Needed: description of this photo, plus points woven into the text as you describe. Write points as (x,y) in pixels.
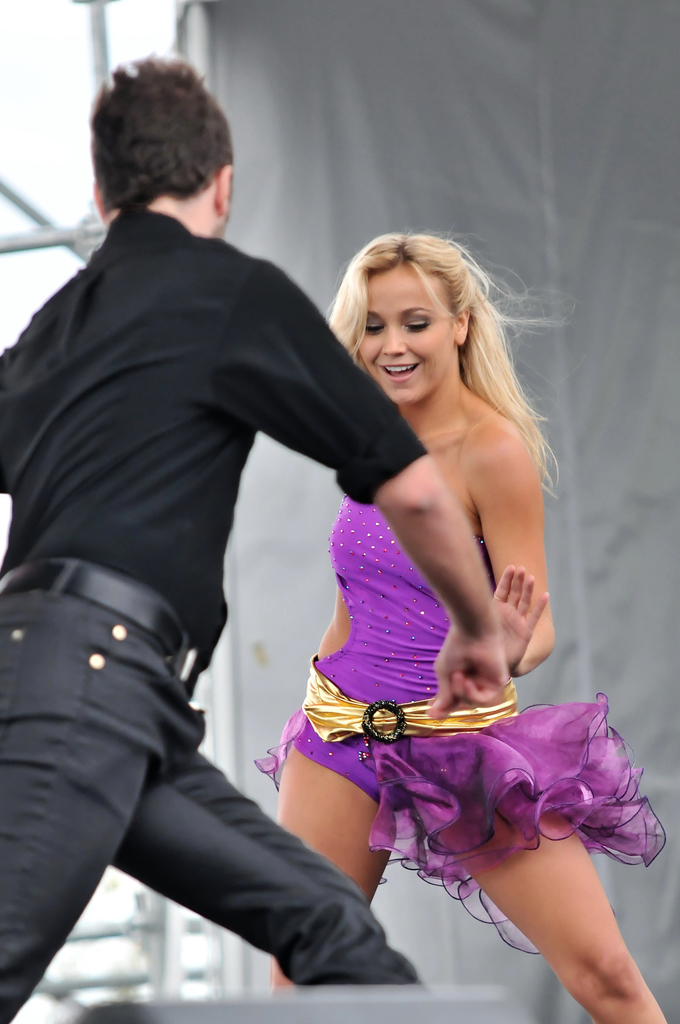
In this picture we can see a man (328,463) and woman (452,489), she is smiling, behind them we can see few metal rods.
